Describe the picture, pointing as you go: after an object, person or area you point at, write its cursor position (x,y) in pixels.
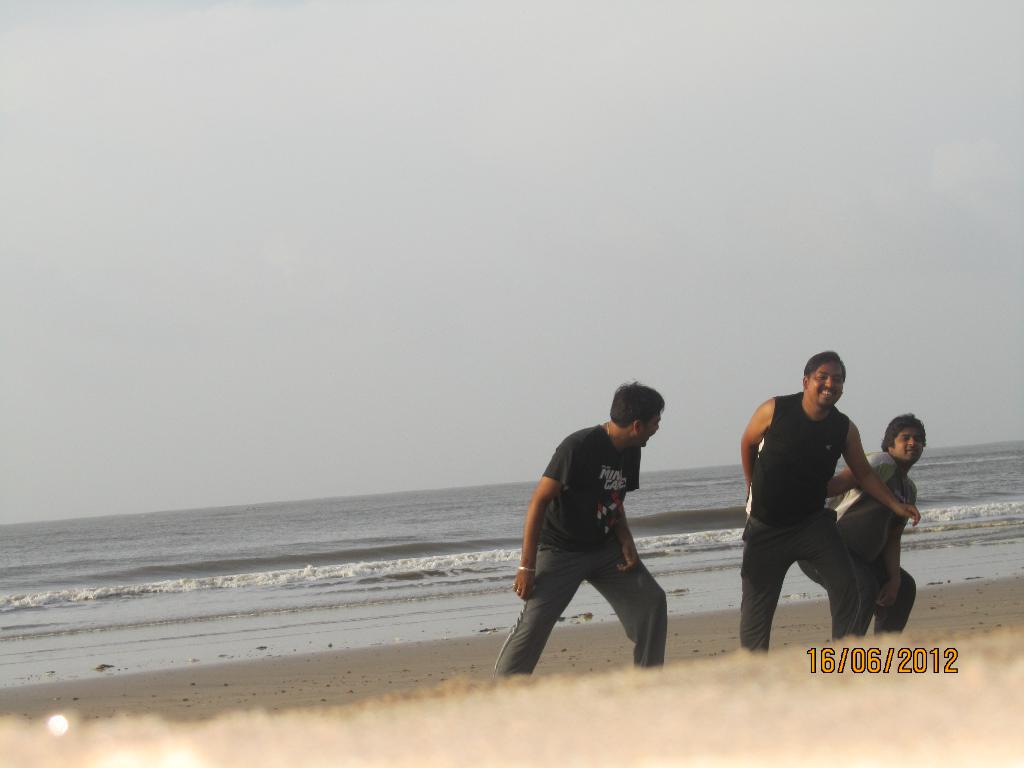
In this image we can see some persons (797,423). In the background of the image (54,599) there is water (653,485). At the top of the image (531,167) there is the sky (501,80). At the bottom of the image (525,683) there is the sand (371,683). On the image there is a watermark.
